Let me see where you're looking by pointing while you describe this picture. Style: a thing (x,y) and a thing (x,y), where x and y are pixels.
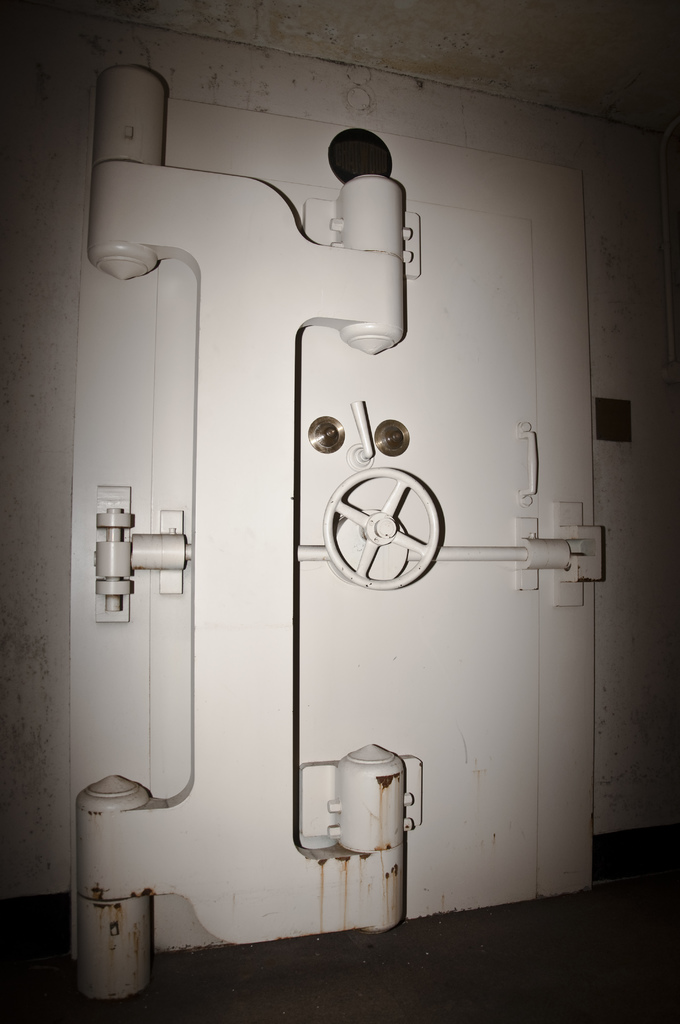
In this picture we can see iron locker door (411,616), wall (674,517), handle (365,474) and floor (604,949).
